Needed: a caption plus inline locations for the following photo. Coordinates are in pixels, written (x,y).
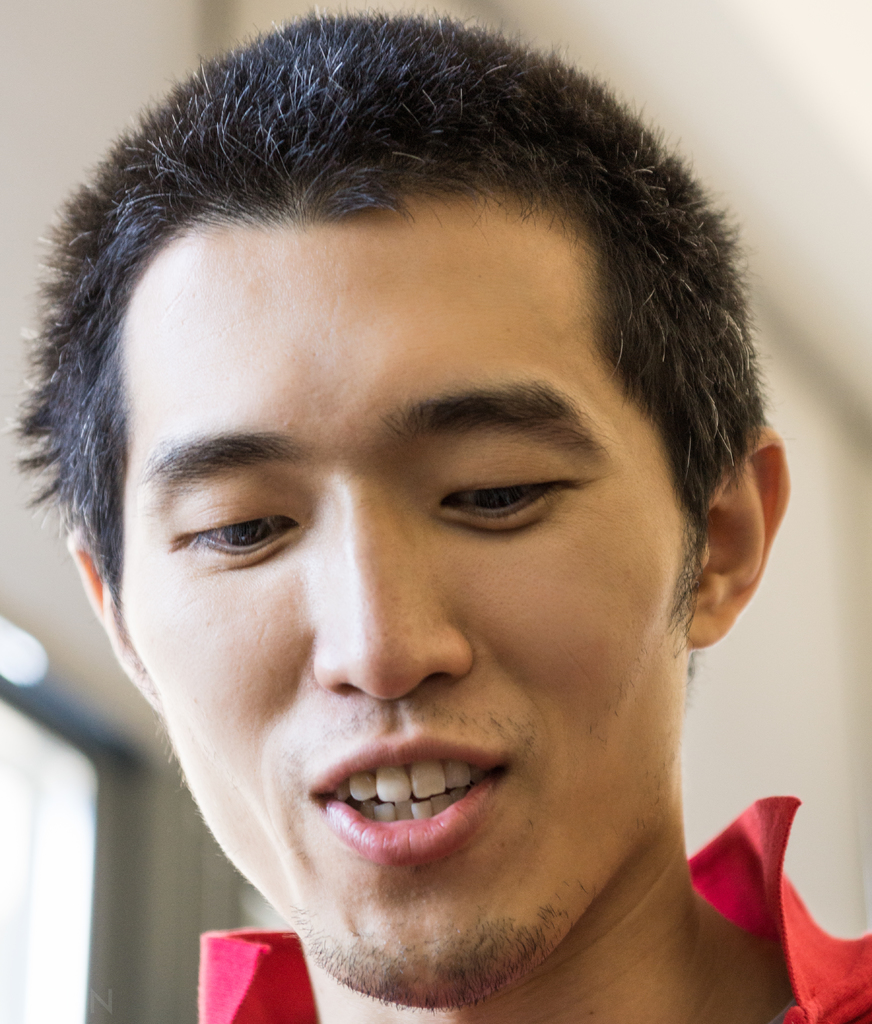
In the image we can see there is a man (408,486) and background of the image (802,638) is little blurred.
